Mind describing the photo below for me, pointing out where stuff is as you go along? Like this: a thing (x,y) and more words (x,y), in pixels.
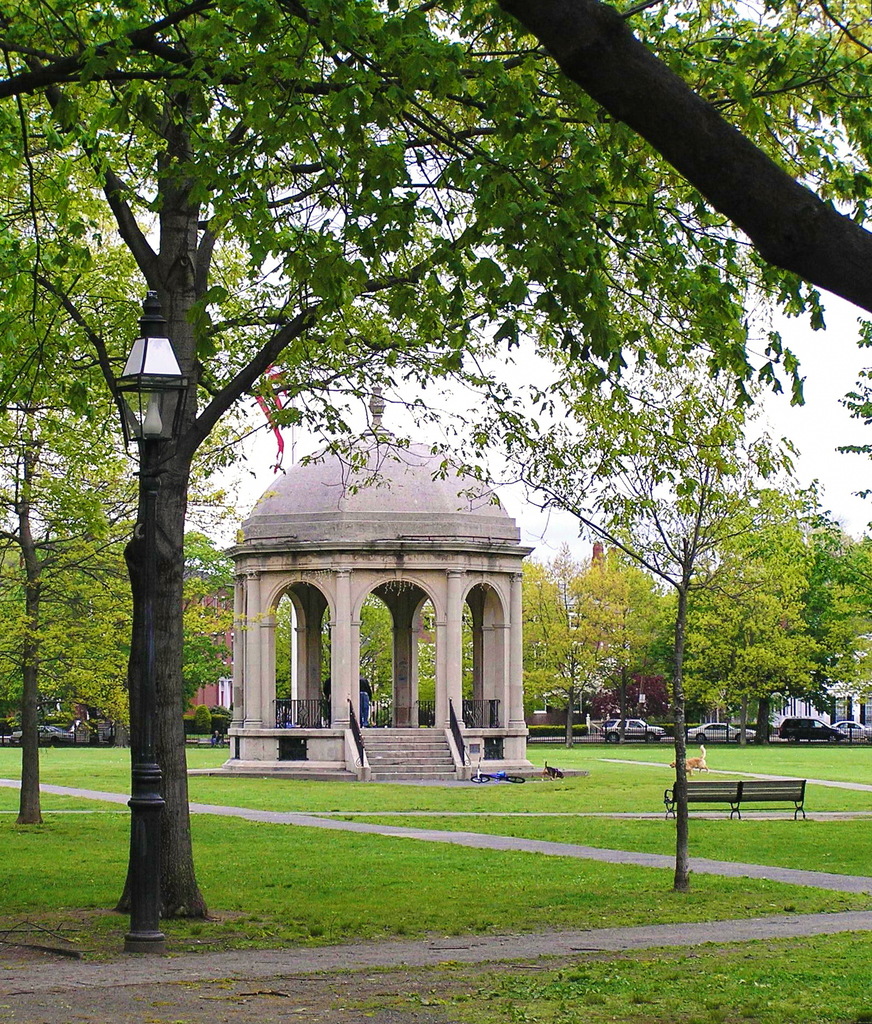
In this image in the middle (539,653) there are trees (291,313), lights (147,383), benches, grass (651,826), dog (699,759), cycle (491,775), picnic spot (318,754), plants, cars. At the bottom (596,804) there is land (194,962) and pole (161,804). At the top (835,305) there is sky (828,369).
